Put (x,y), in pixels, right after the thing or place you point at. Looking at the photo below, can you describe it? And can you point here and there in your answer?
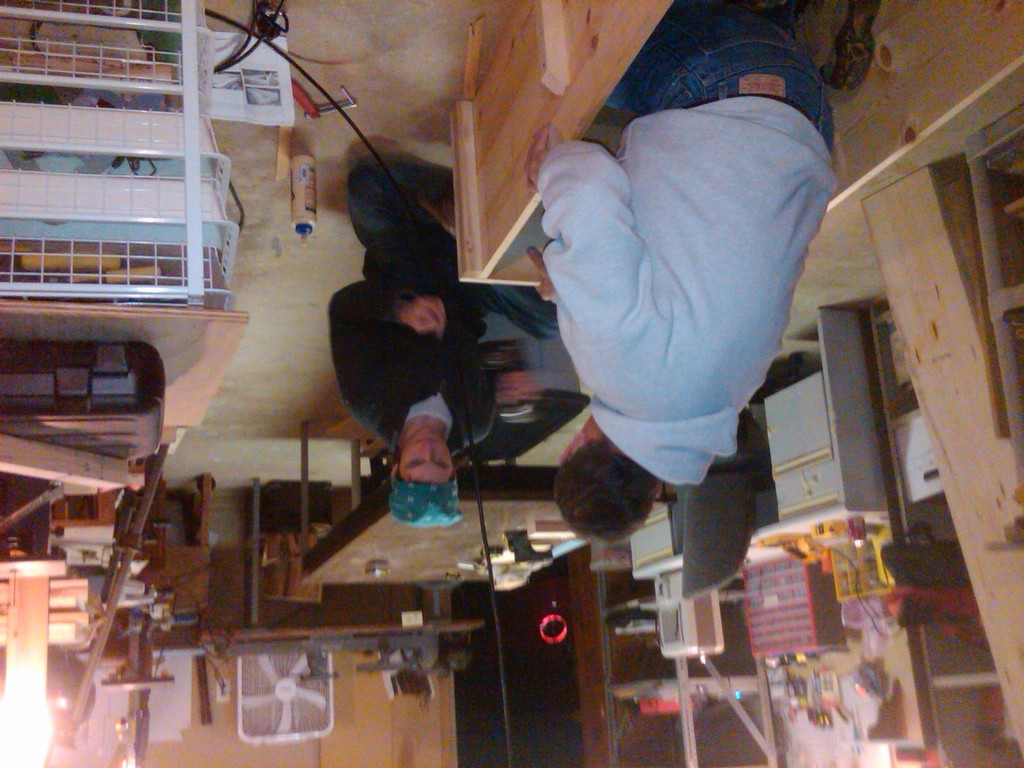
In this picture I can see two persons (426,342), there are some items (783,545) on the tables (255,543), there is a fan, bottle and some other objects (187,709).
